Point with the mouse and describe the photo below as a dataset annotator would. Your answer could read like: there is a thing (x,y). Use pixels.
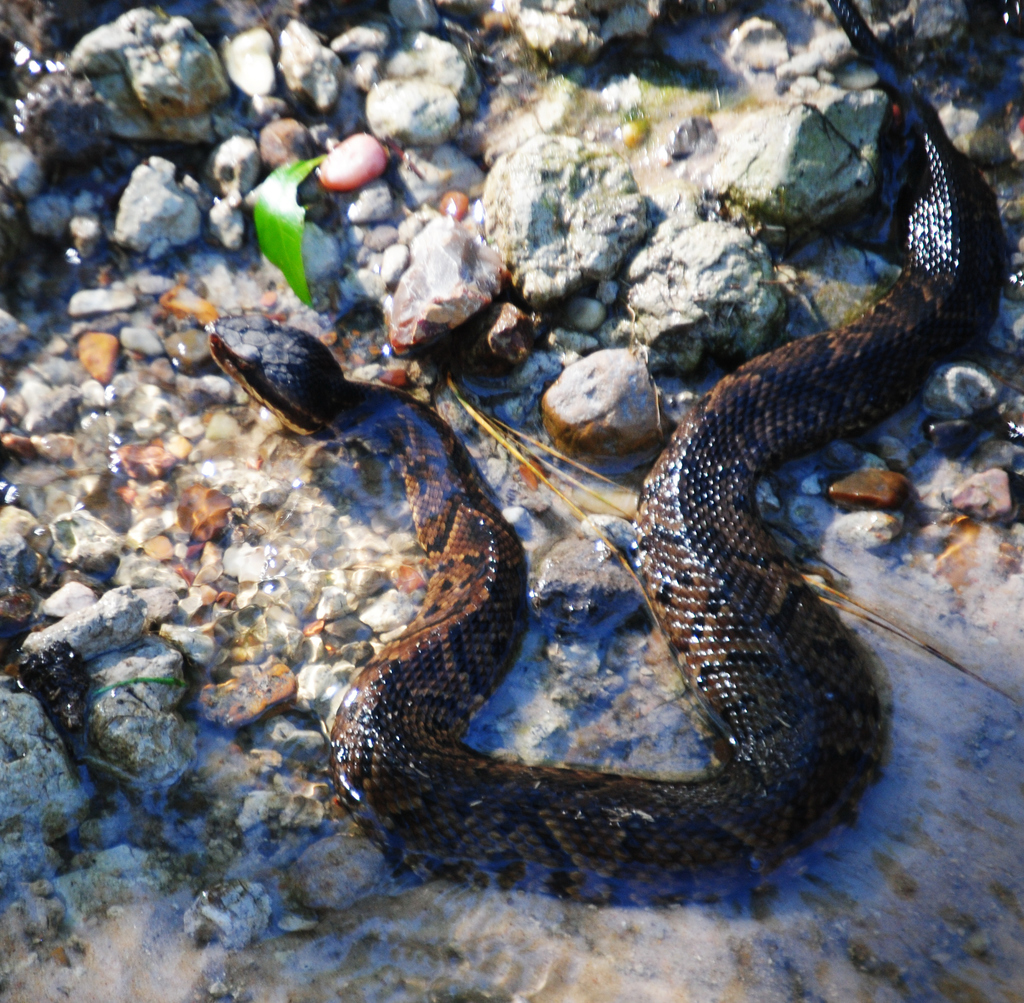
In this picture we can see a snake (867,743) and there are stones (522,230).
